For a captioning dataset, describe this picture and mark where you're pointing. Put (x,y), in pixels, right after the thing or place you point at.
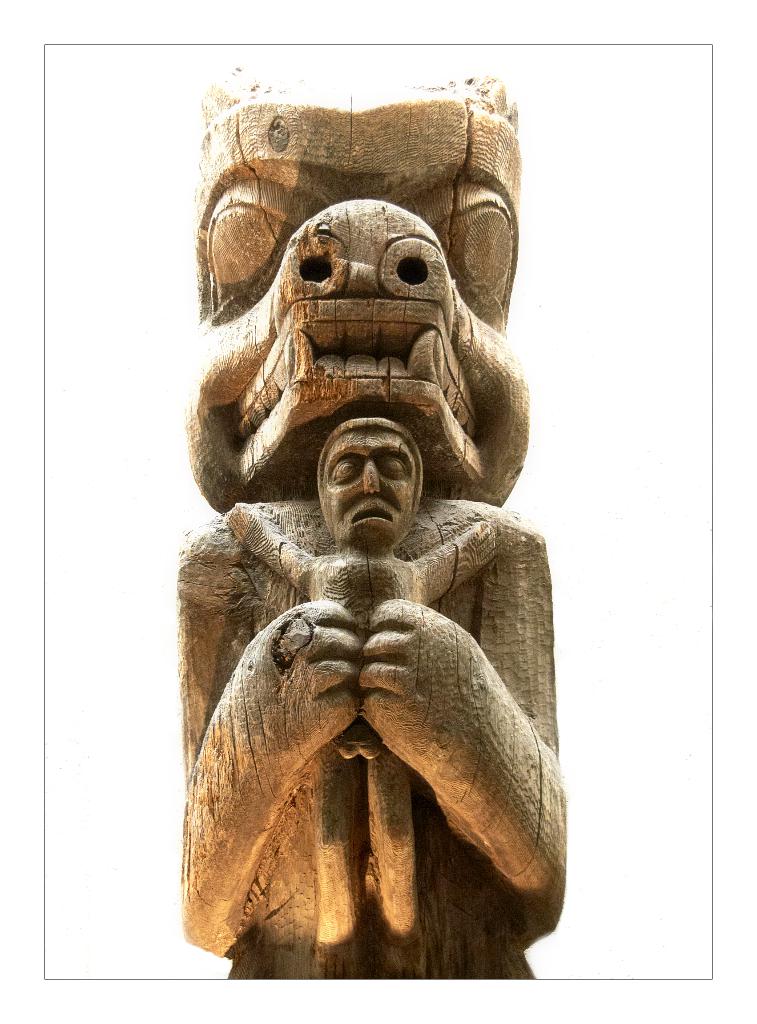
Here in this picture we can see a sculpture (251,159) present.
